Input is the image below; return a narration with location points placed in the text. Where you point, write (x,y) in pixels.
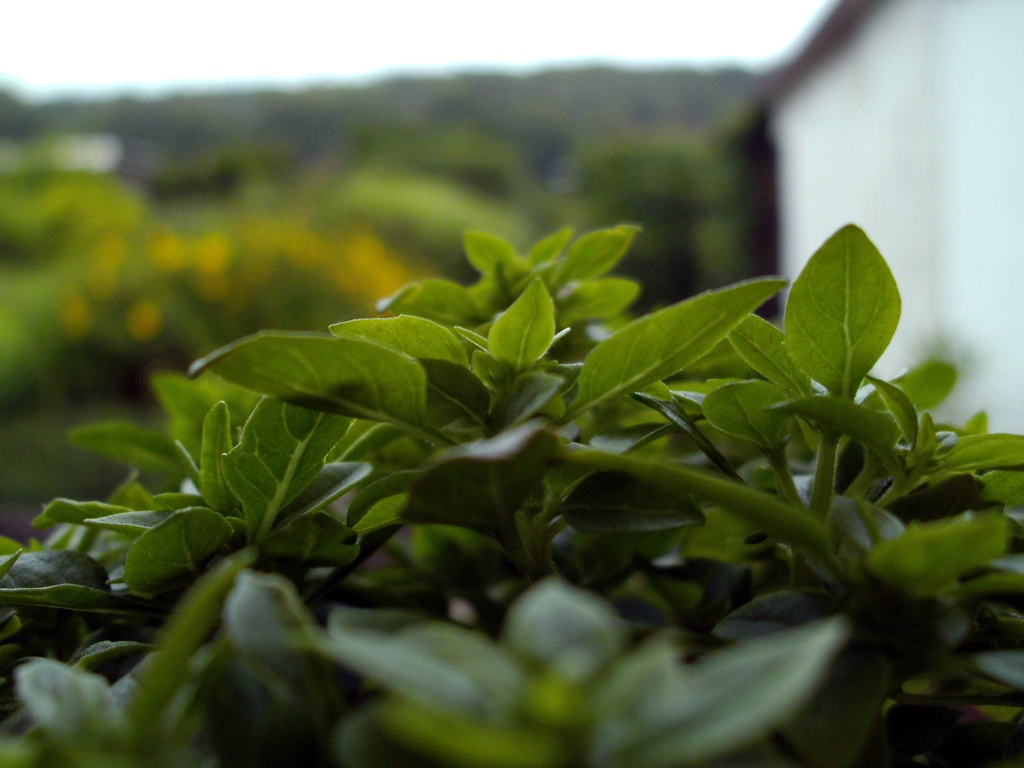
In this picture I can observe plants (387,518) which are in green color. The background (361,130) is blurred.
